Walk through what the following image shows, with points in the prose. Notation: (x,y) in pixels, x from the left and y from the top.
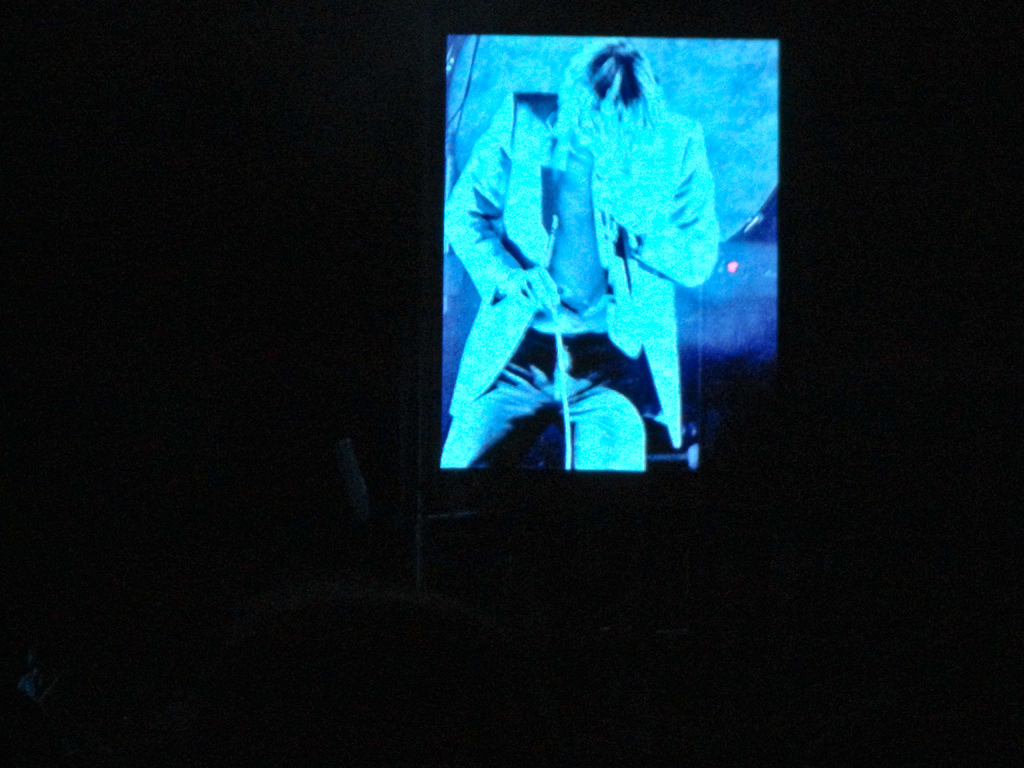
In this picture there is a projector screen (707,387). In the screen (699,336) we can see a man (470,338) who is wearing suit (493,351), trouser (540,398) and watch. He is holding stick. At the bottom (767,650) we can see the darkness (603,677).
